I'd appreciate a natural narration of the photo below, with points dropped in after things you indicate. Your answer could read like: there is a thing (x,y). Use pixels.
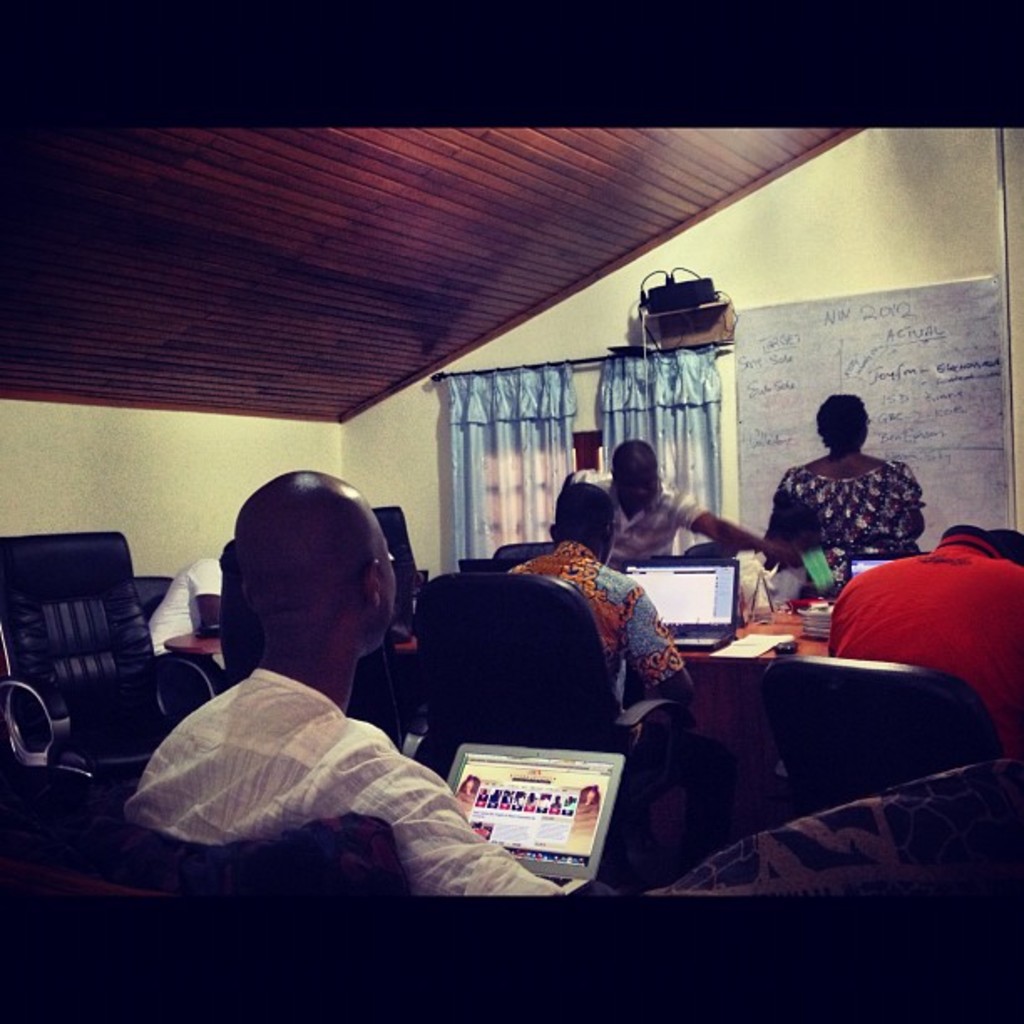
In the picture there are few men (337,621) sat on chair (626,721) with laptop (553,780) in front of them looking at board (815,367) on the wall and beside the board (772,386) there is a curtain (529,429) and there is a woman (851,499) stood in front of the board (939,507).
